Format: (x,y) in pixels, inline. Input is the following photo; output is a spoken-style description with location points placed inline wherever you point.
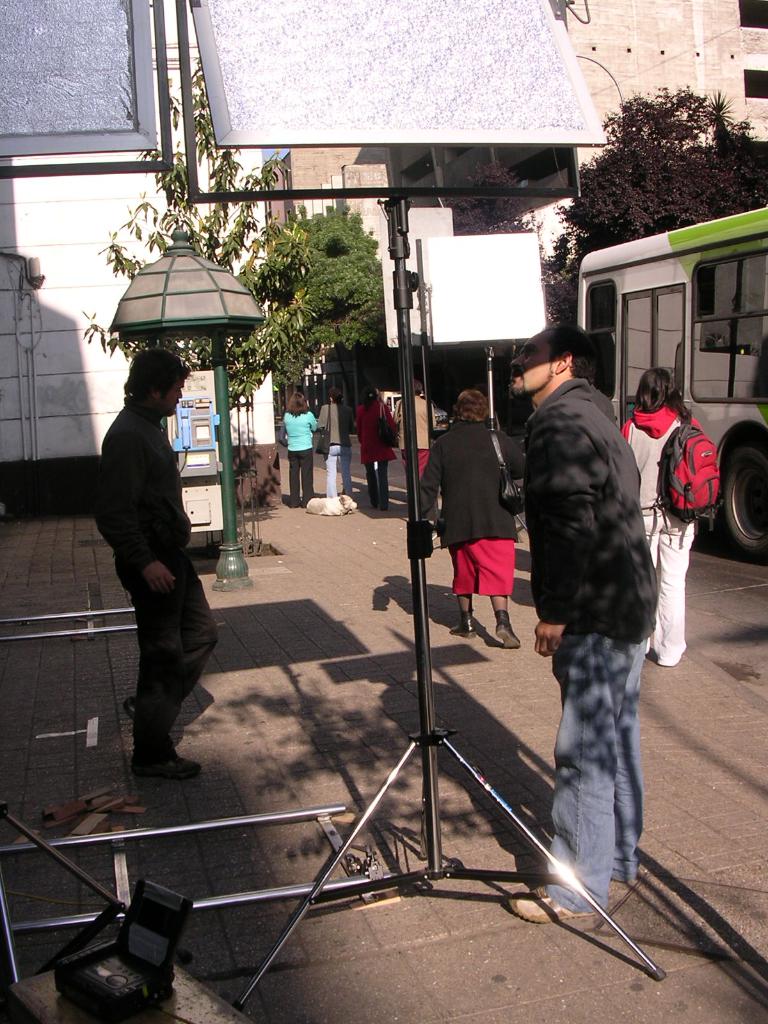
In this picture I can see a group of people (449,550) are standing. In the background (349,348) I can see buildings (471,358), trees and poles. On the right side (747,346) I can see a vehicle (756,382) on road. Here I can see a stand (425,746) and some other objects (153,966).
